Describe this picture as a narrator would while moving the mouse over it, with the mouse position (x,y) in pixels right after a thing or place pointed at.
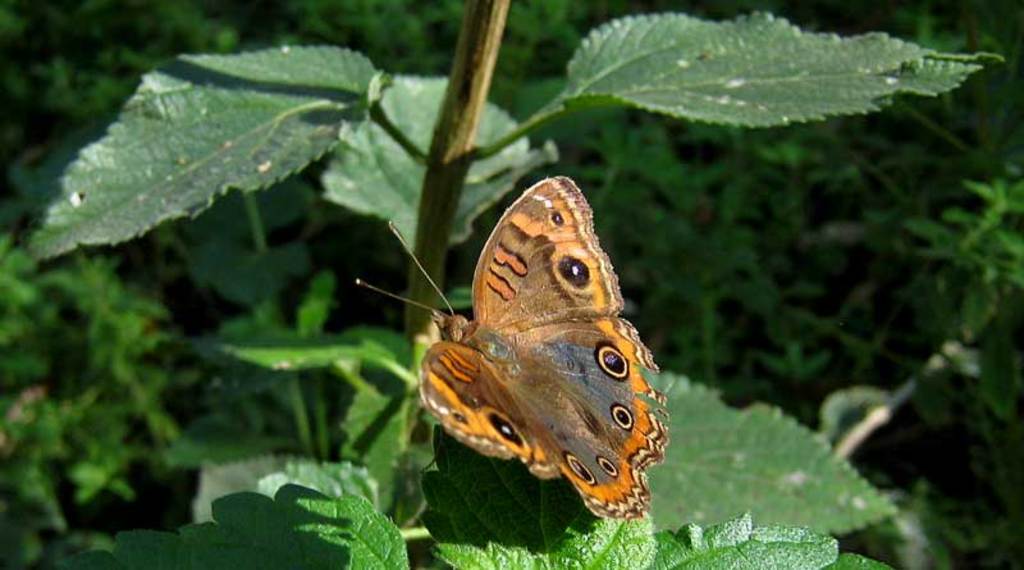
Here I can see a butterfly (593,397) on a plant (392,411). I can see the plant (394,151) in green color. In the background (767,274) there are many plants (827,222).
